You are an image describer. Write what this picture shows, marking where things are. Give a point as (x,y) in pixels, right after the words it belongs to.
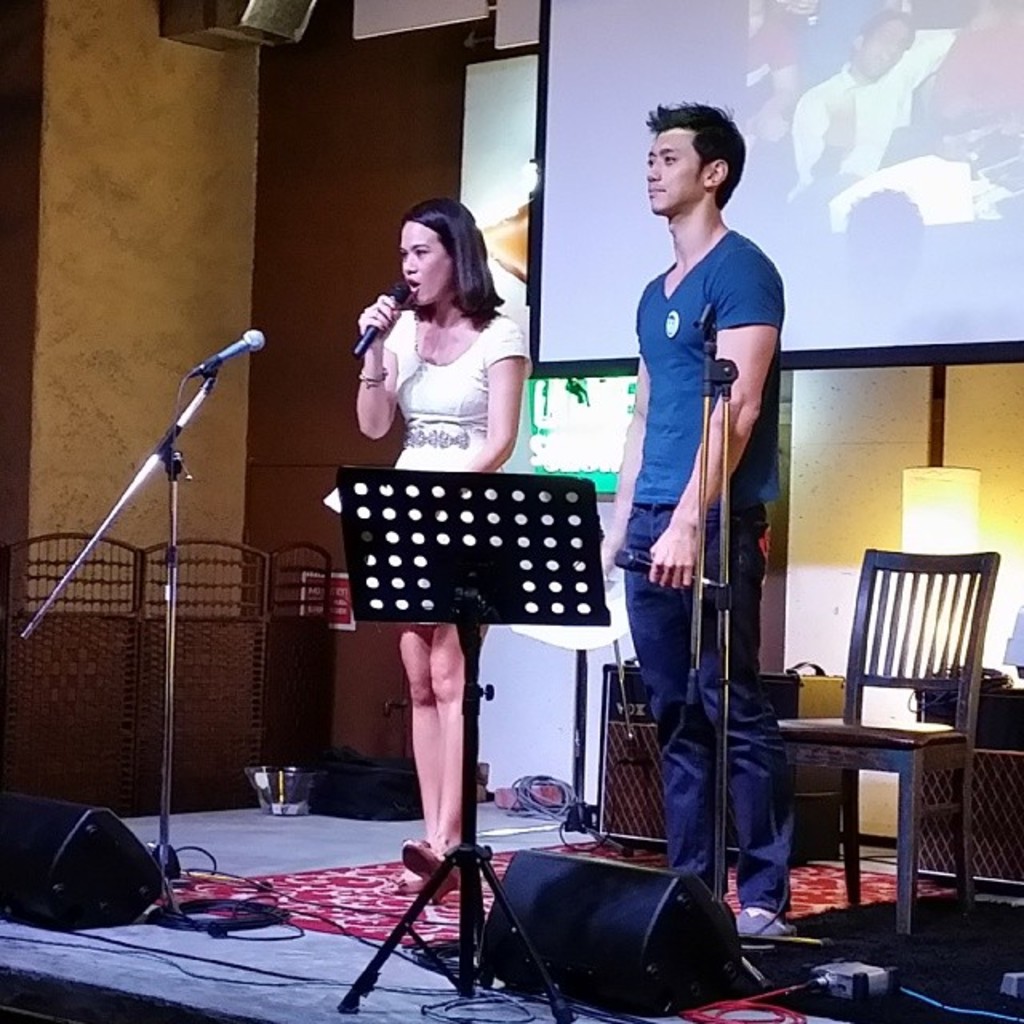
The picture is taken in a live performance. On the stage (381,884) there are two persons (471,365) standing. In the background (793,48) there is a screen (610,44) and a door (342,155). On the right (869,685) there is a chair (907,632) and desk (999,746) and a lamp (931,507). In the foreground (199,392) there is a stand (168,663), microphone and speakers (688,947). On the left (123,403) there is a wall (106,292).
